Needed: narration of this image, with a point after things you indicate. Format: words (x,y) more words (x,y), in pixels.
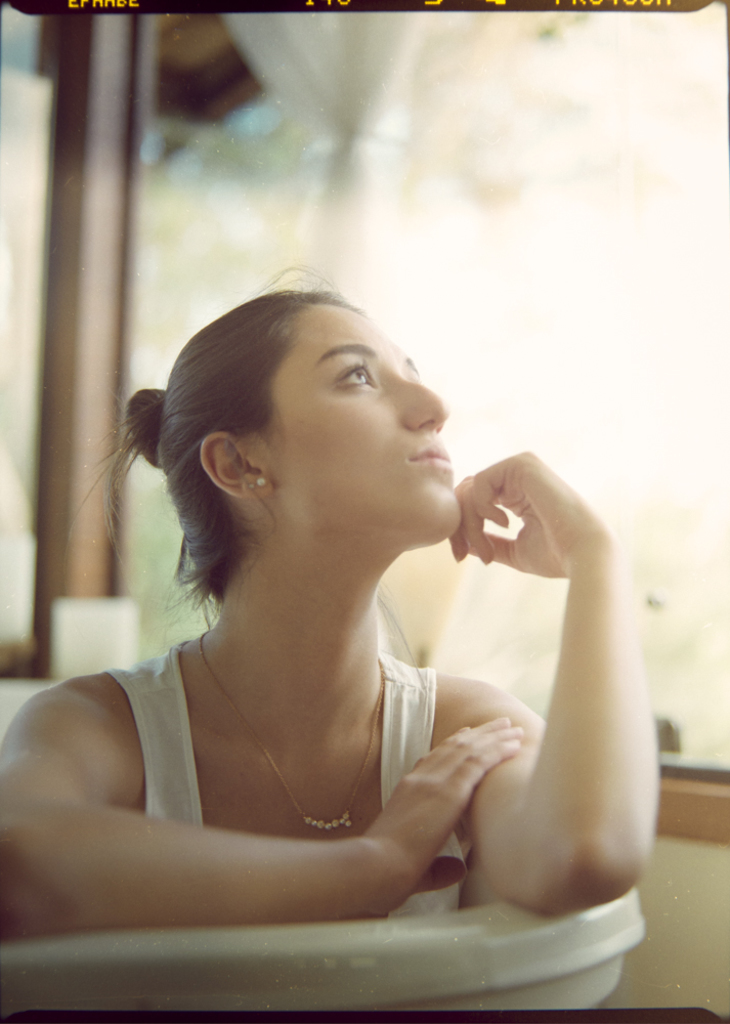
In this image we can see a woman (320,753) in a bathtub (372,936). On the backside (163,576) we can see a window (127,237).
